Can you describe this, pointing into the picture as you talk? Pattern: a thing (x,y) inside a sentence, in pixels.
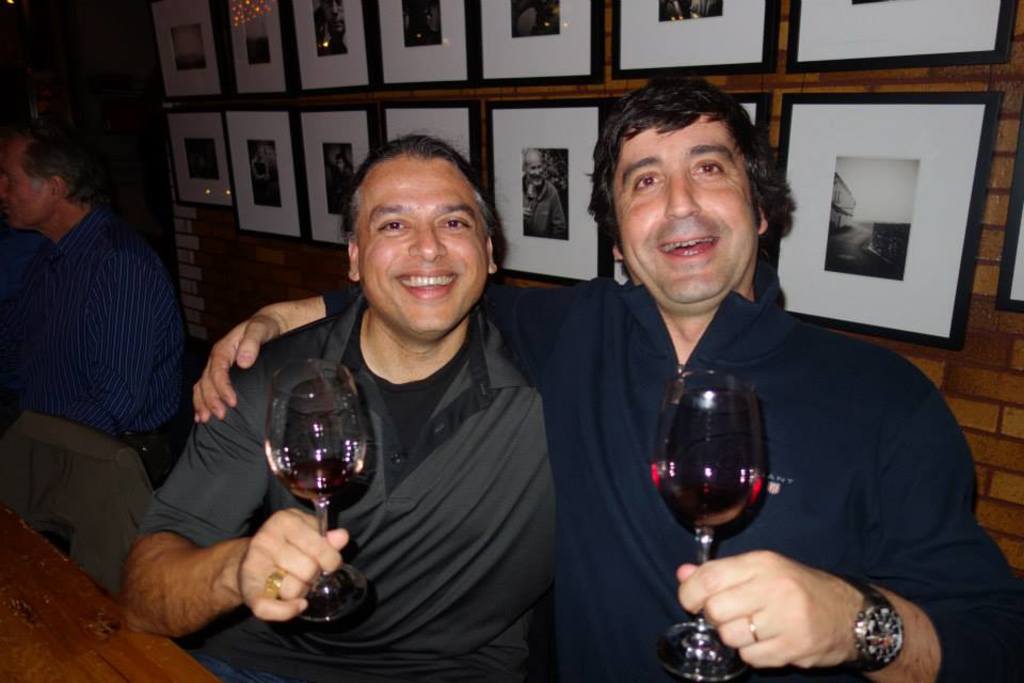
In this image I see 3 persons (1017,657) who are sitting, in which these 2 are smiling and holding the glasses (323,387) in their hands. In the background (985,23) I see the wall (1014,54) and lot of photo frames (269,58) on it.
